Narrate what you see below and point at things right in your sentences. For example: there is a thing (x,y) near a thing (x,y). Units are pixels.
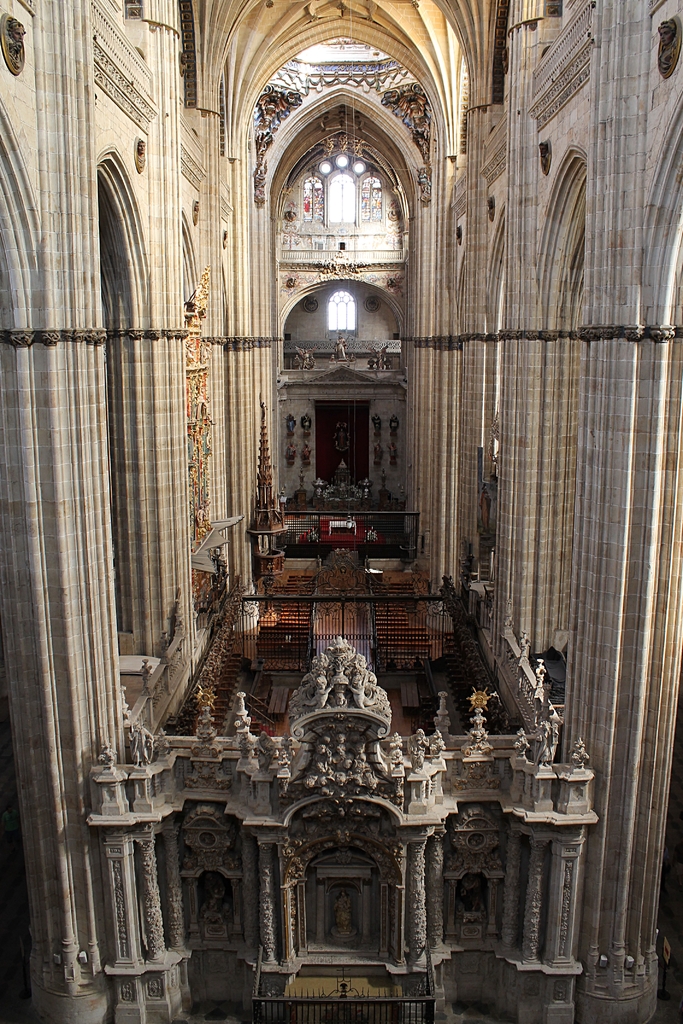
This image is taken in the hall (399,851). In this image we can see sculptures (285,761) carved on the wall (507,767). There are pillars (111,851). There are grilles (349,642) and we can see stained glasses (346,313). There is a door (334,421).
